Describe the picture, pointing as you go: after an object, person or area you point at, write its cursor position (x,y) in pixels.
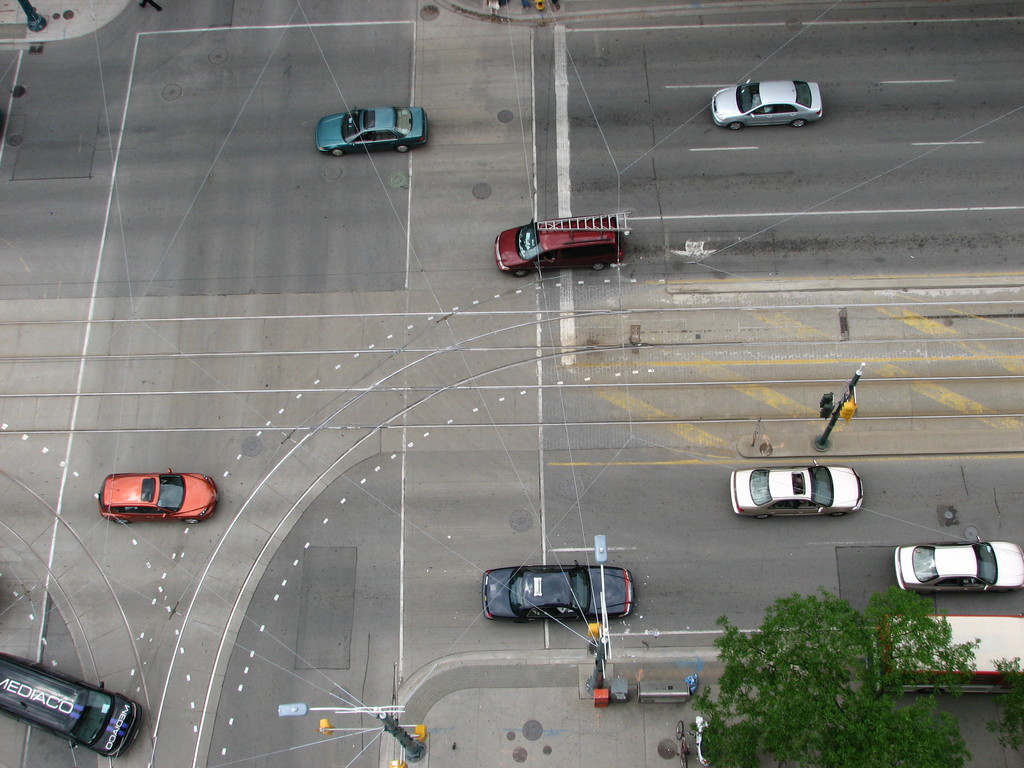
In this picture there are vehicles (57,695) on the road (718,610). At the bottom (367,706) there are street lights (396,736) on the footpath (520,684) and there is a tree (790,754) on the footpath (676,750). On the right side of the image (821,453) there is a pole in the middle of the road (696,522). At the top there are poles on the footpath (2,8). In the middle of the image (614,264) there is a ladder (570,223) on the top of the vehicle (536,257).
